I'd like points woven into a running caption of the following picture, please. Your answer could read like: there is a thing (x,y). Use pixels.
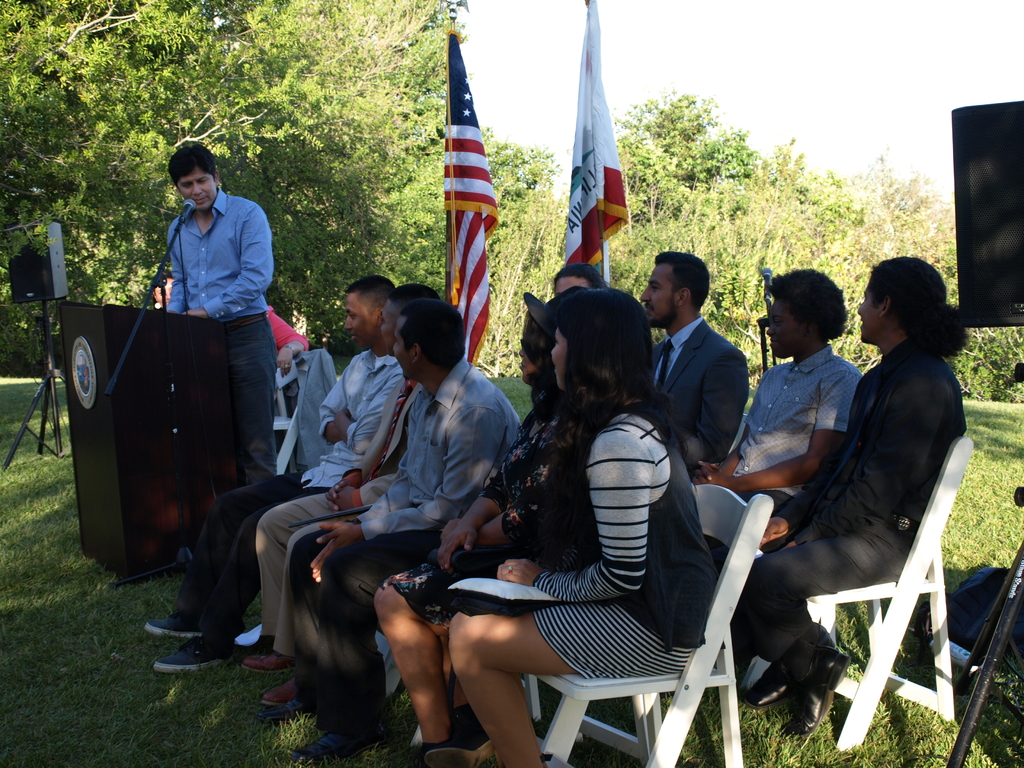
A group of people (551,319) are sitting and listening to a man (198,185) who is standing at a podium (182,442) and speaking.
